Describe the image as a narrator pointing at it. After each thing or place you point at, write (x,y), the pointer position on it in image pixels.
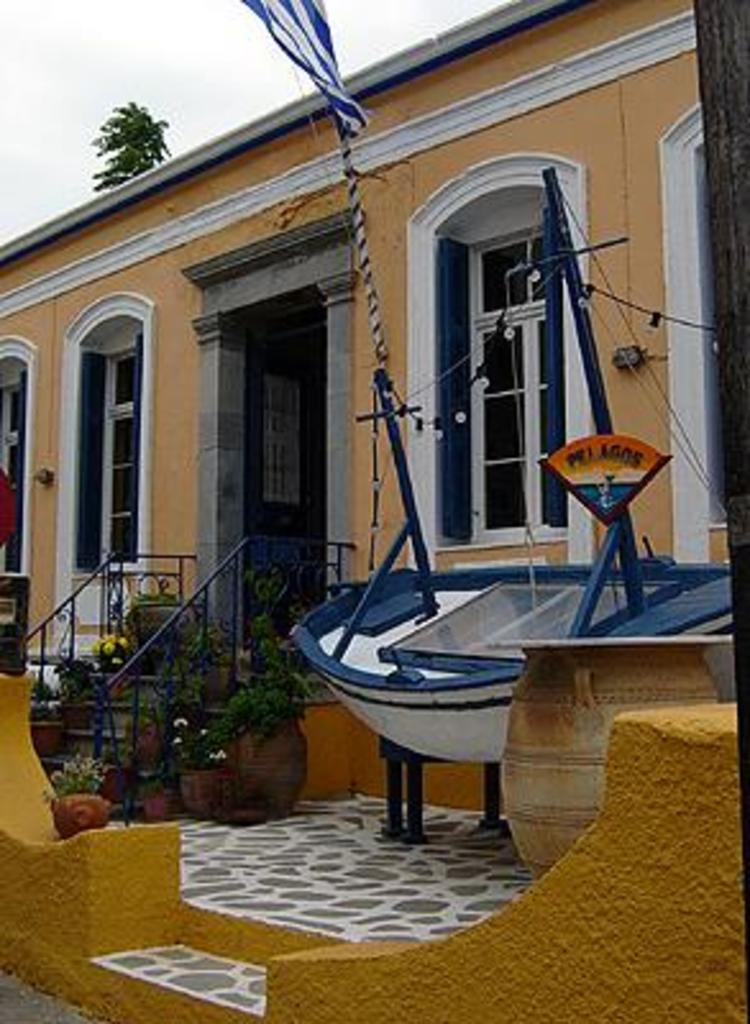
In this image there is a house (643,35), in front of it there is a staircase (118,628) which has plants (220,759) on it and there is a boat (323,612) and a few other objects (576,795), in the background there is a tree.
